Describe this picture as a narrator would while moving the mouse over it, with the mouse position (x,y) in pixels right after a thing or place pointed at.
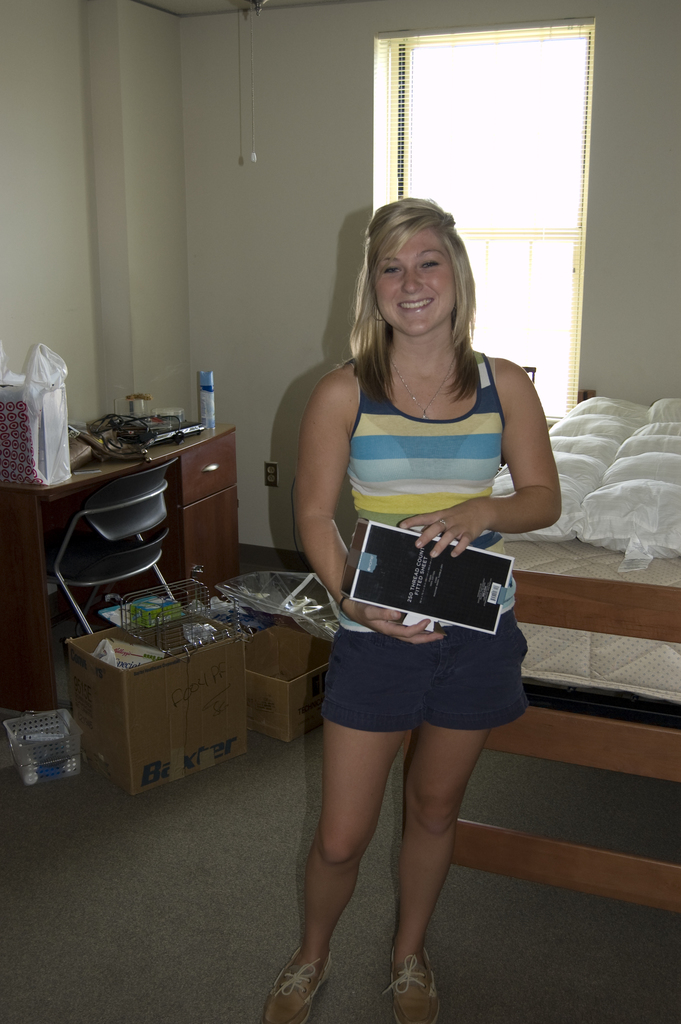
This photo is taken in a room (567,565). In the middle (367,645) a lady (352,810) is standing. She is carrying one packet (387,539). She is smiling. Behind her there is a bed (582,580). Beside her there are two carton (156,683), one basket (65,722), one desk (101,479), one chair (111,500). On the desk (110,466) has some drawer (211,485) and some other stuff (111,433) are there. In the background (447,63) in the wall (371,112) there is a window (508,153).
